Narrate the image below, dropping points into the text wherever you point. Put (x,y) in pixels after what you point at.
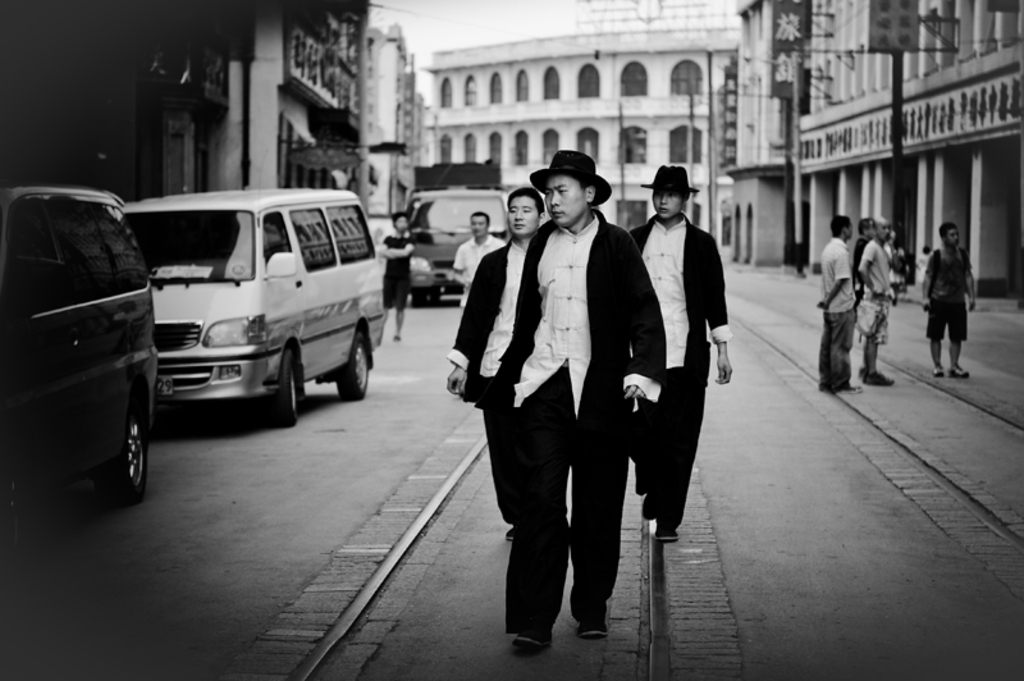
In this image, we can see some people (596,516) walking in the middle (667,450), there are some people (870,294) standing on the right side (943,291), we can see some cars (346,253) on the left side (336,275), there are some buildings (967,41) and we can see some windows (688,85) on the buildings (509,148), at the top (488,25) we can see the sky (443,2).
